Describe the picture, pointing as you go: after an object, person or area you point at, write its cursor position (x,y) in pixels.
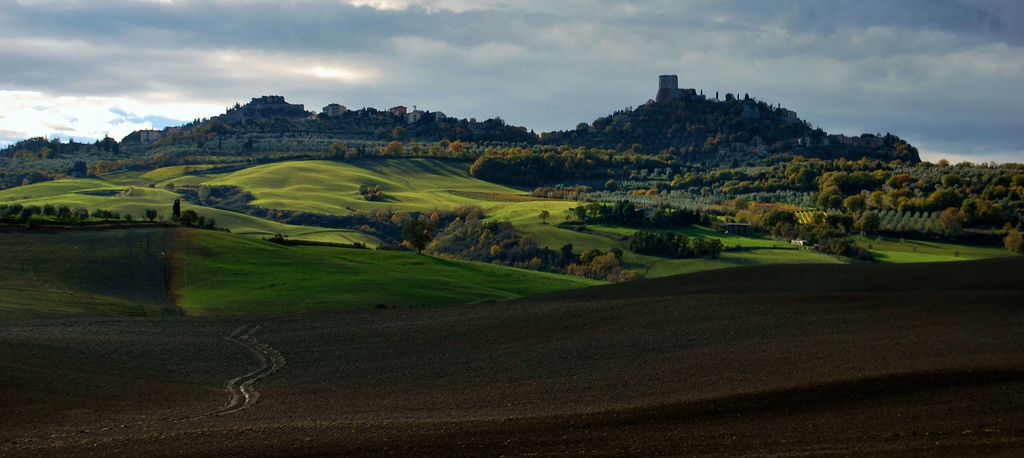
In this image there is a grassland (282,175), trees (566,249), mountains (714,131) and the sky (736,56).
